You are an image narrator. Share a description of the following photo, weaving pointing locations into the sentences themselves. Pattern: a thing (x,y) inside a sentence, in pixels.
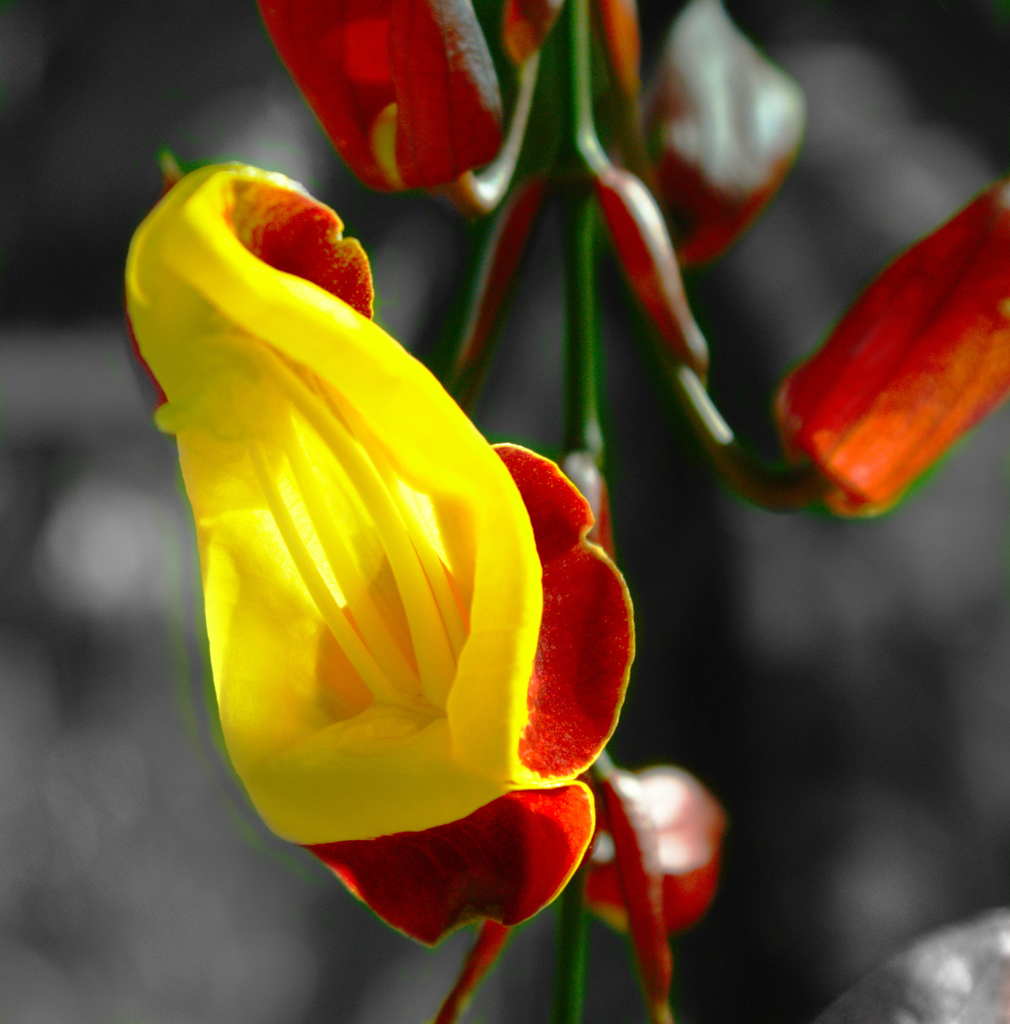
In this image, we can see a flower (420,494) and some buds (404,62) on the blur background.
